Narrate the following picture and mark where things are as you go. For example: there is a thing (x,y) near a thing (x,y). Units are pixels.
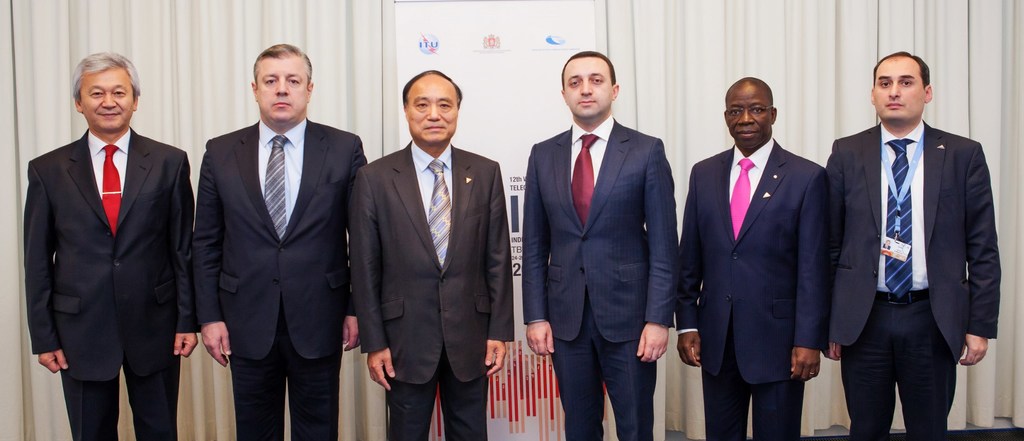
In this image I can see few men (598,82) are standing and I can see all of them are wearing formal dress (499,241). On the right side of this image (888,414) I can see one of them is wearing an ID card (887,166). Behind them I can see white colour curtains (347,61), a white colour board (476,57) and on it I can see something is written.
